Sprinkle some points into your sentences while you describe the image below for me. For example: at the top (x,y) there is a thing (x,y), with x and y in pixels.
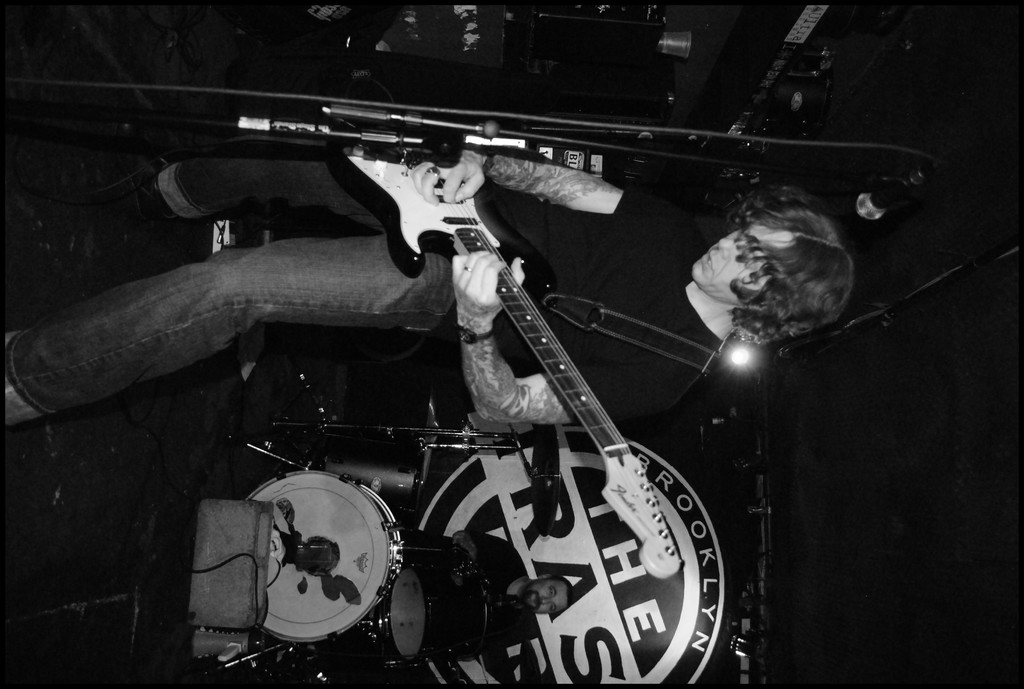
In this image I see a man (698,240) who is holding a guitar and I see a tripod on which there is a mic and in the background (457,565) I see a man (523,565) who is near to the drums (414,656) and I see few words (613,661) written over here and I see the light (736,352) and I see that this is a black and white image.
